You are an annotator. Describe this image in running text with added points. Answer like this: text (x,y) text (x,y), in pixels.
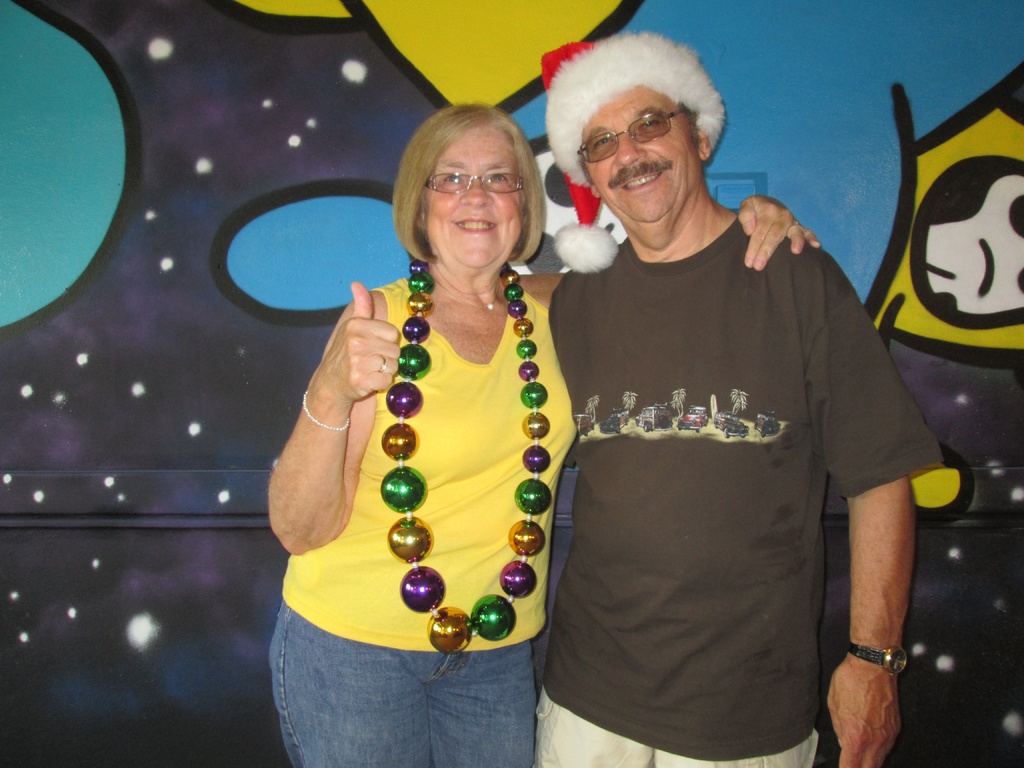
In this picture we can see a woman (395,579) with the garland balls (394,484) and a person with a cap (599,97). Behind the people (625,170) there is a wall (909,371).
